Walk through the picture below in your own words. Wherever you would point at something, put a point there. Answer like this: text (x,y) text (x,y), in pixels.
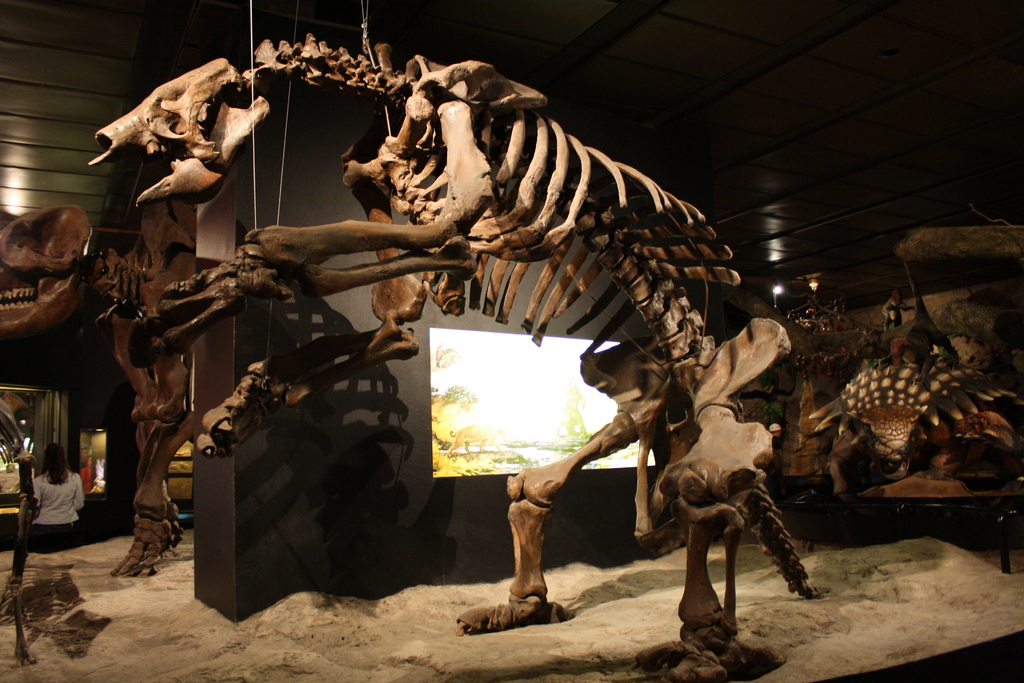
In the center of the image (556,236) there is a skeleton (615,445). In the background (447,389) we can see wall (428,332) and window (510,423). On the left side of the image (66,481) we can see skeleton (125,333) and woman (61,496).
